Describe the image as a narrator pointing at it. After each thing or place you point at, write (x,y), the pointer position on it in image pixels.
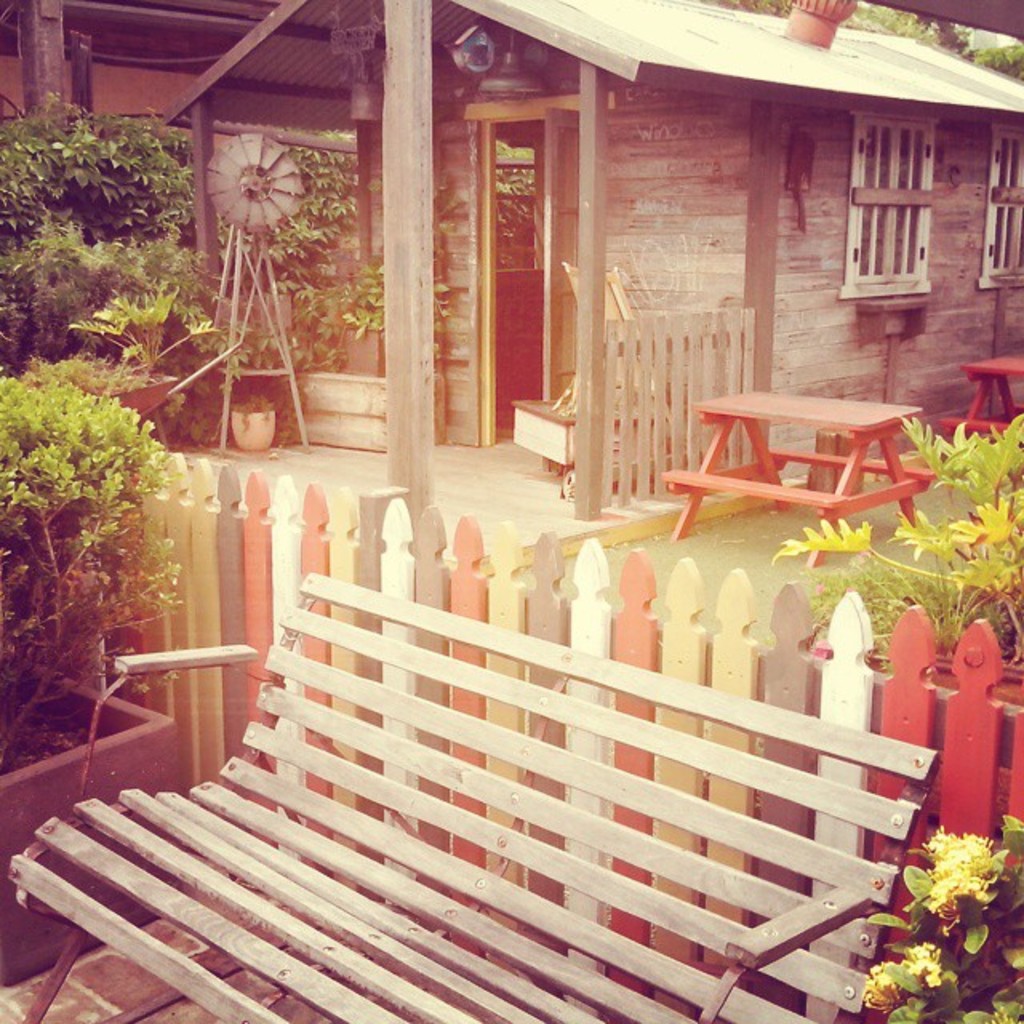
In this picture we can see a house (636,228) here, there is a bench (520,809) in the front (520,809), we can see a table (852,461) here, there are some plants (53,520) here, we can see a window (894,216) here.
